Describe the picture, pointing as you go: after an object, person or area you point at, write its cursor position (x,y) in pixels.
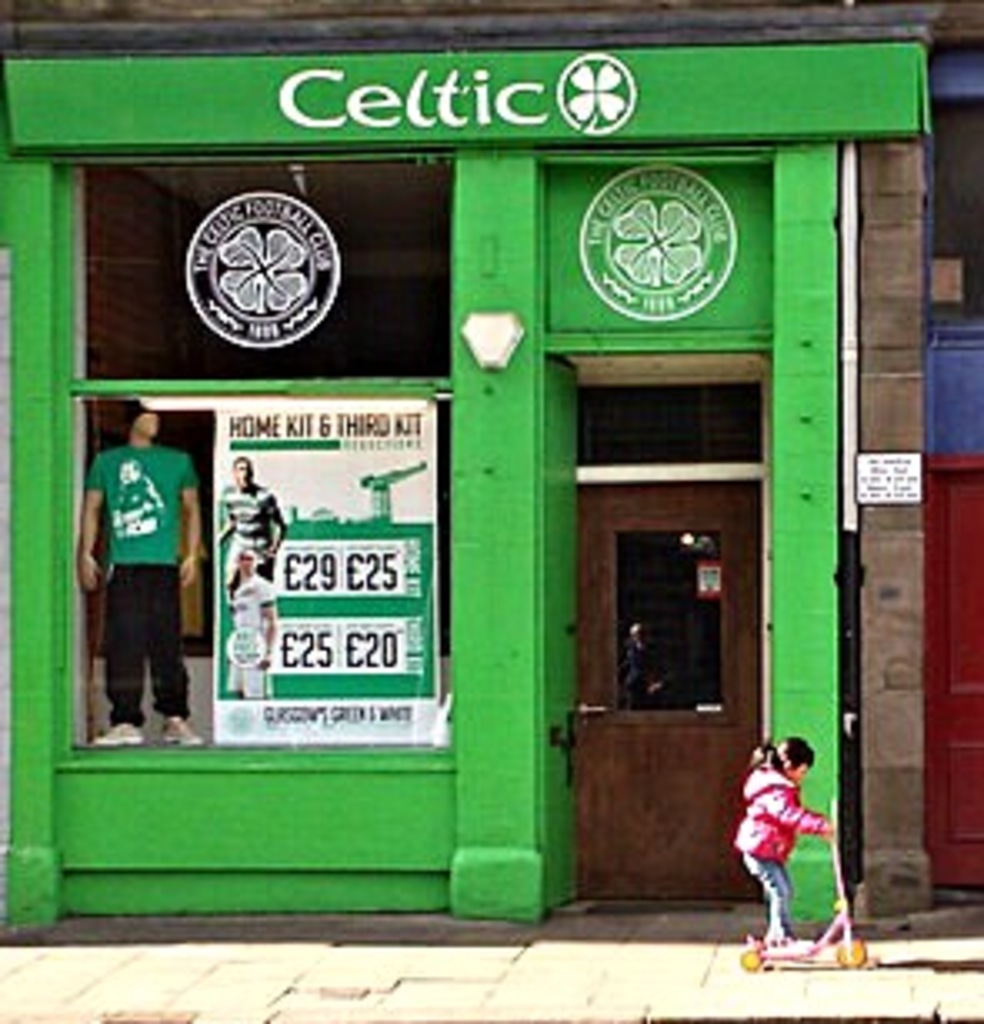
This picture shows a store (369,884) and we see a girl (798,796) playing with a foot scooter (830,937) and we see a mannequin (132,561) and a poster (282,460) and we see a door (642,501).
